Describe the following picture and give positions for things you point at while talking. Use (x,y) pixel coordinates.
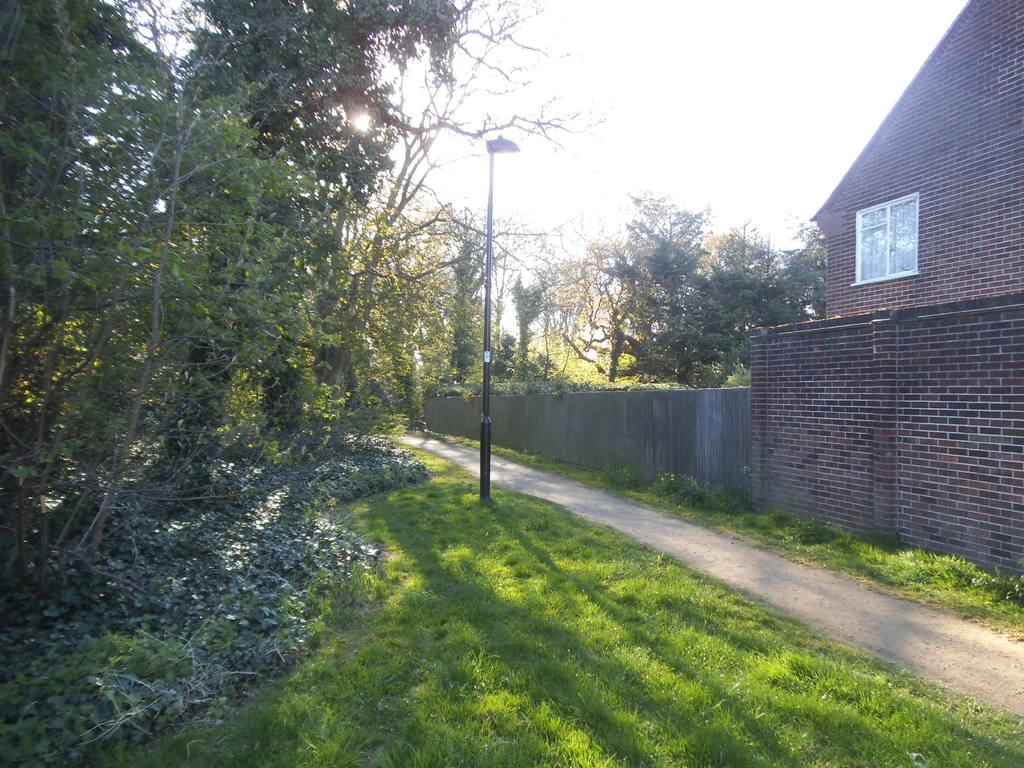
On the left side (110,382) there are trees (146,397). On the ground (366,594) there are plants (178,495) and grass (491,610). Also there is a light pole (489,209). There is a road (583,498). On the right side (930,290) there is wall (621,441) and a building (921,300) with brick wall (930,290) and window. In the background (629,338) there are trees (637,320) and sky (586,93).
